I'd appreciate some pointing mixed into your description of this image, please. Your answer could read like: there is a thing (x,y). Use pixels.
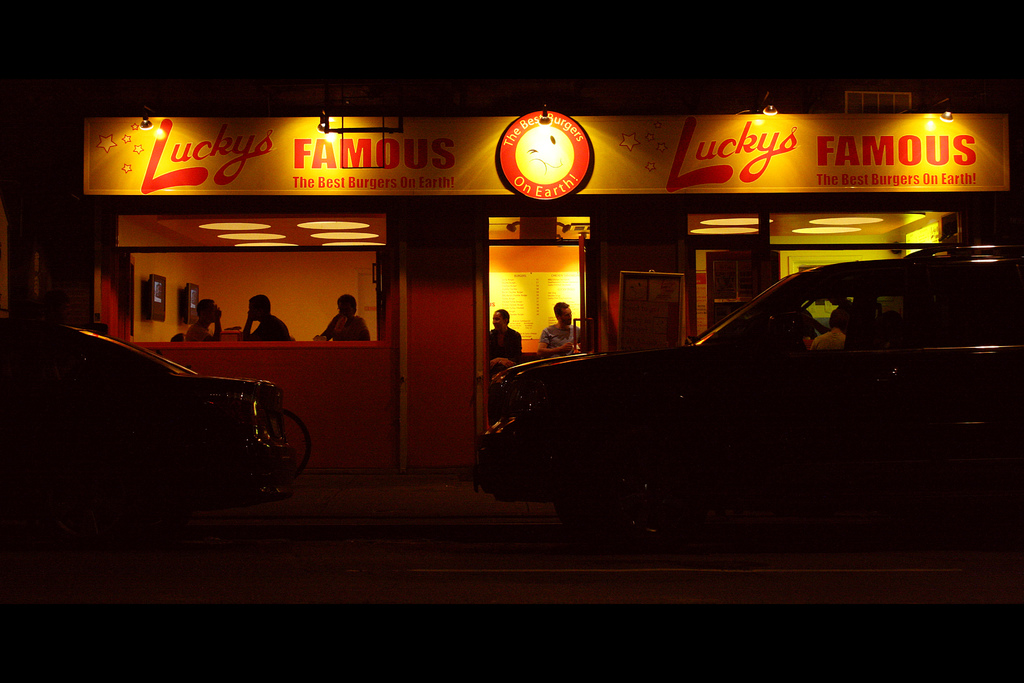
This picture is taken outside at night. Towards the left corner (139,395) there is a car (135,356) and towards the right corner (739,406) there is a truck (817,366). In the middle (370,285) there is a store (600,235), towards the door (584,317) in the center (571,336) there are two persons (504,353), one woman (508,334) and a man (565,325). Through the window (205,283) there are other three persons (335,316) can be seen.
